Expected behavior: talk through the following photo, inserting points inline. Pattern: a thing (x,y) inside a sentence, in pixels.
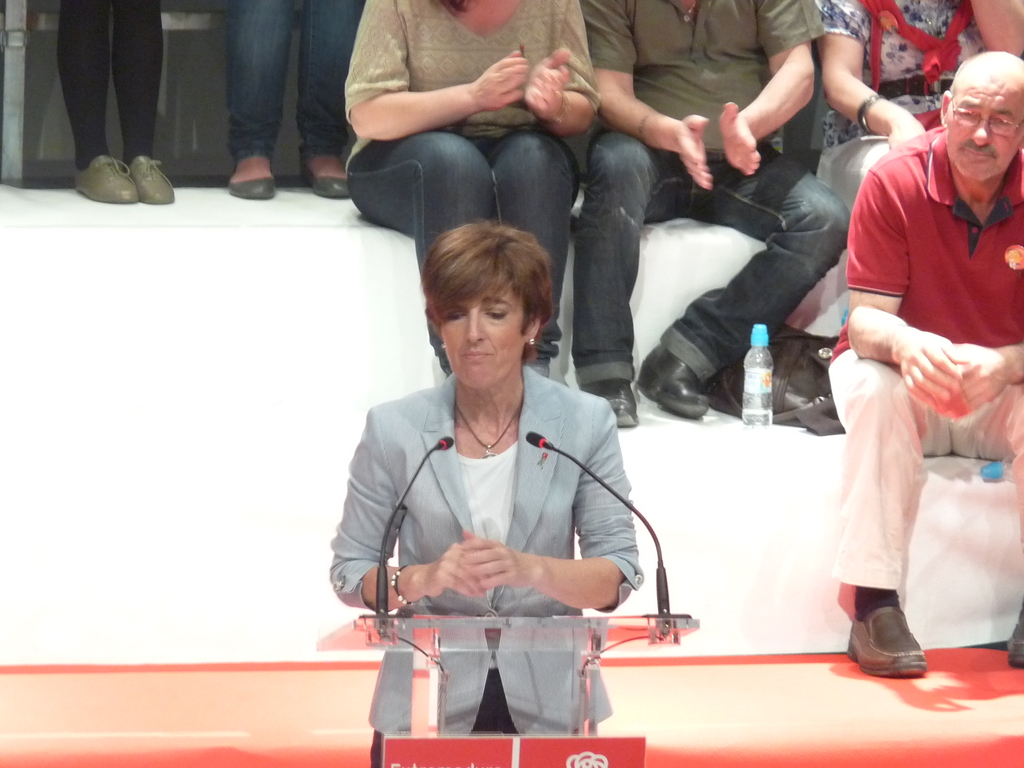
In this picture we can see a woman (486,500) is standing behind the podium (417,668) and on the podium (504,630) there are microphones (531,444) with stands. Behind the women (476,522) there are groups of people (478,117) sitting, bottle (757,382) and a bag (787,365).
